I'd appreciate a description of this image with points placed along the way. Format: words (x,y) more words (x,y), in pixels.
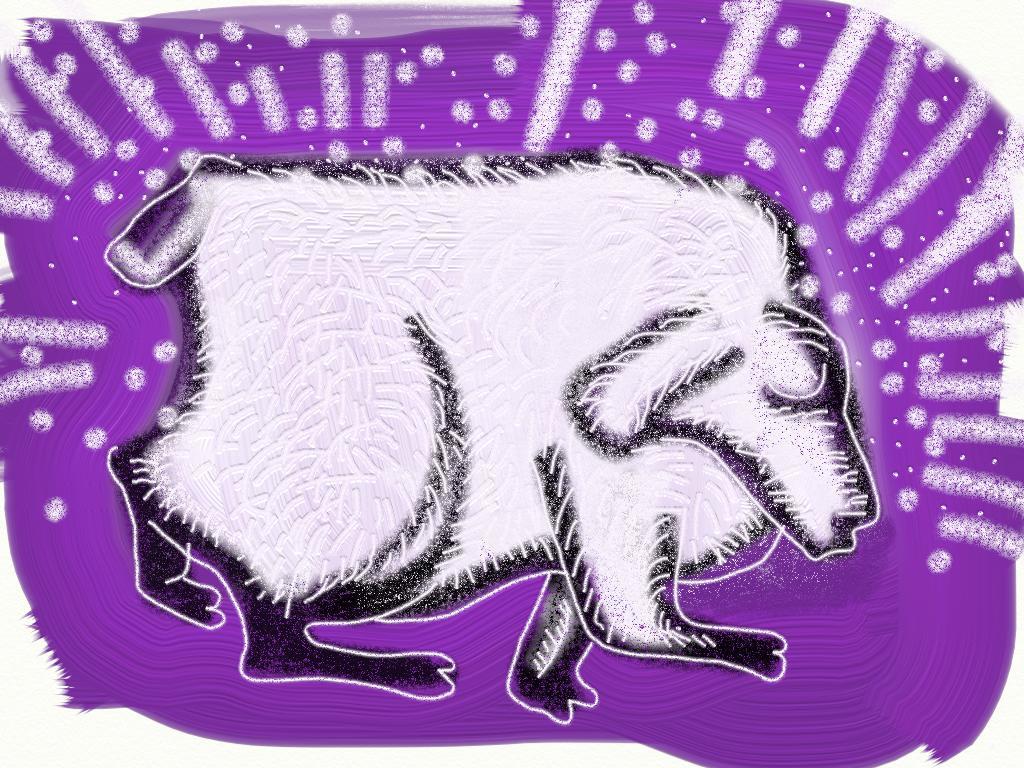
Here we can see picture of an animal (616,427) and around it we can see violet color and there are designs (414,67) on it.
